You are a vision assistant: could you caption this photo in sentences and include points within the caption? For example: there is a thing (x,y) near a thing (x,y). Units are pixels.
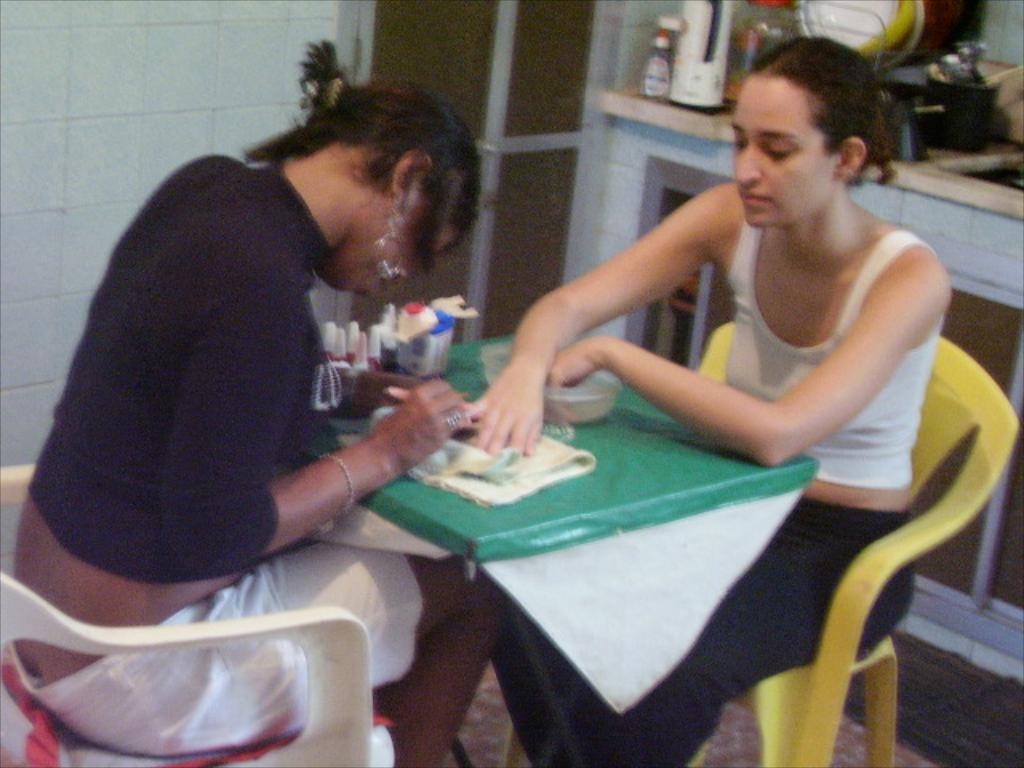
here we can see that a woman (383,456) is sitting on the chair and holding a paint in her hand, and to opposite her a woman (501,382) is sitting, and here are some objects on the table (459,388), and here is the wall (153,78), and at back (723,30) there are some objects (723,64).
